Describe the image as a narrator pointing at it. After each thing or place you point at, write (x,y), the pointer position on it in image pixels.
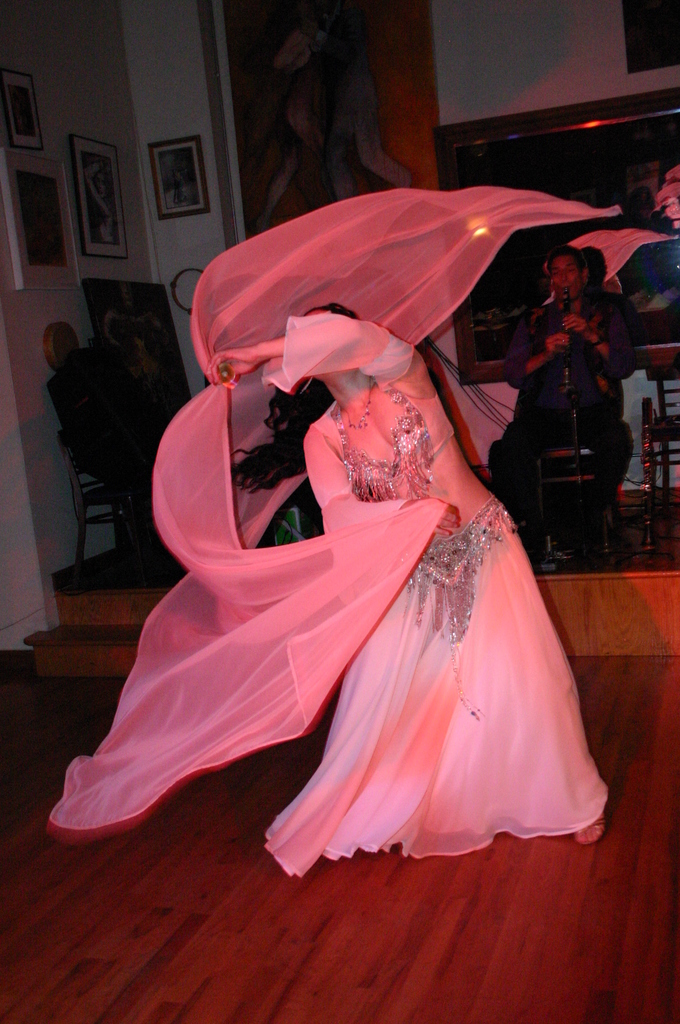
In this image we can see a woman (443,524) is dancing. She is wearing a white color dress (384,752). In the background (569,285), we can see a man (559,318) is playing a musical instrument (570,347). On the both sides of the image, we can see the chairs (666,390). At the bottom of the image (90,876), we can see the floor (416,1021). At the top of the image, we can see the frames (27,164) are attached to the wall (471,67).
